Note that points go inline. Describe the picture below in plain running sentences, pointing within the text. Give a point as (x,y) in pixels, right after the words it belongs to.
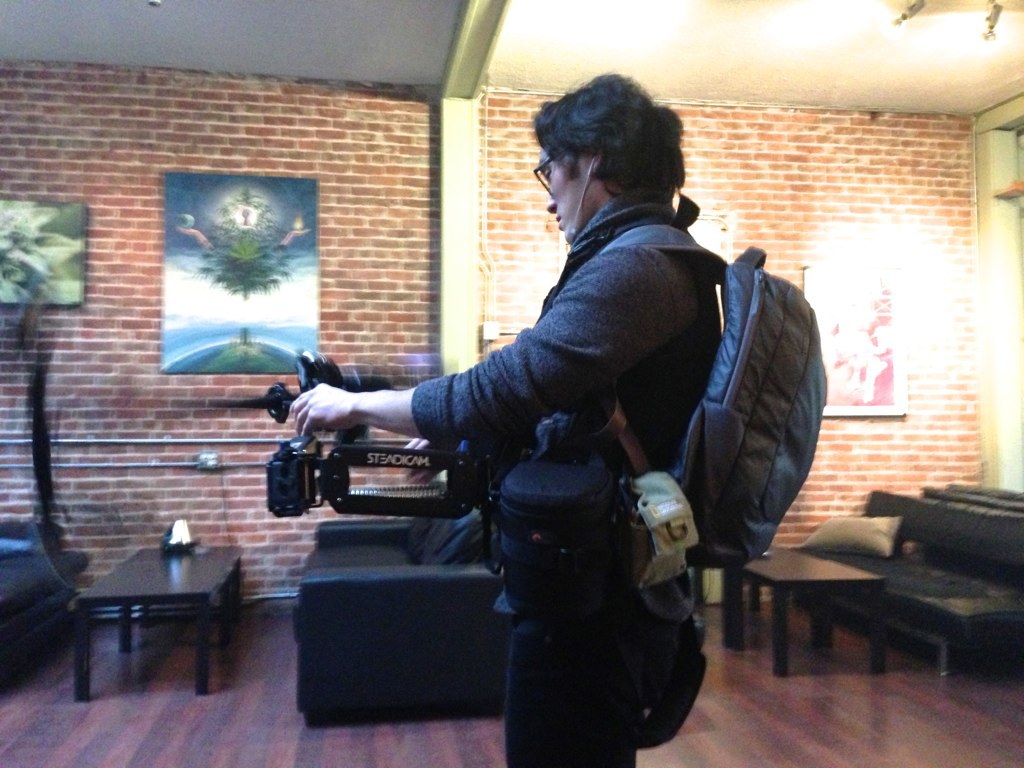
In front of the image there is a person (473,394) wearing a bag (770,514) is holding some object (409,462) in his hand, beside the person (641,335) there are sofas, tables (193,578), on the tables (167,557) there are some objects (180,544) and there are cushions (476,546) on the sofas (933,508), beside them there are photo frames (278,306) on the wall (492,243), at the top of the image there are lamps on the ceiling (710,79).
